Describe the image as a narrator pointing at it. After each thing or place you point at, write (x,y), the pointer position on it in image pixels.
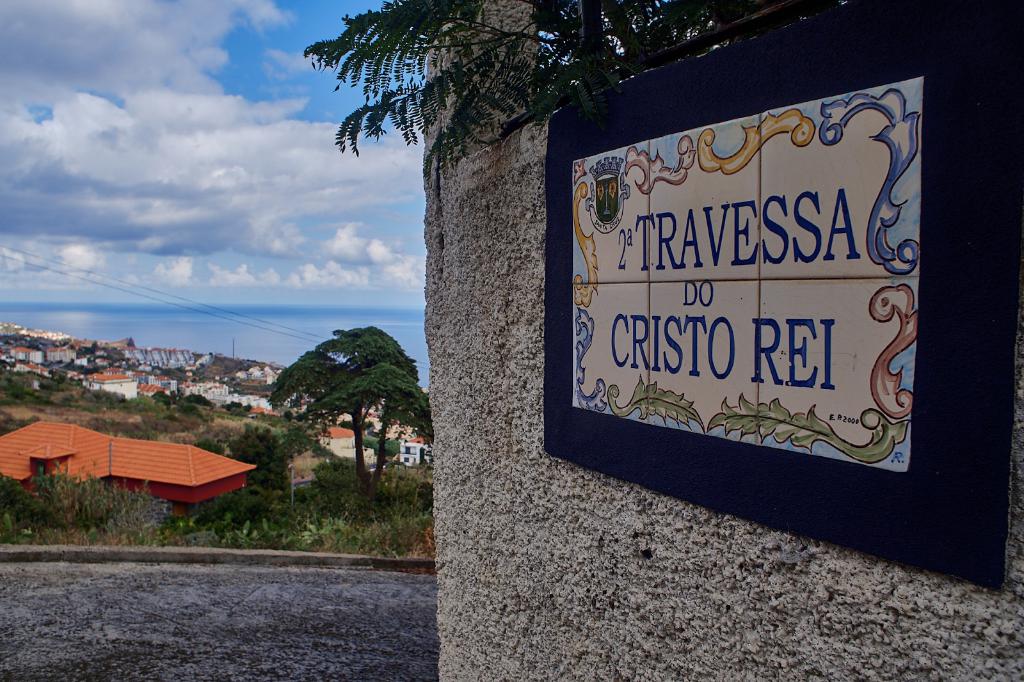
In this image there are trees (353,386) and sheds (121,473). On the right (734,634) there is a wall (644,511) and we can see a board (720,487) on the wall (548,491). In the background (402,281) there is sky (190,234).
